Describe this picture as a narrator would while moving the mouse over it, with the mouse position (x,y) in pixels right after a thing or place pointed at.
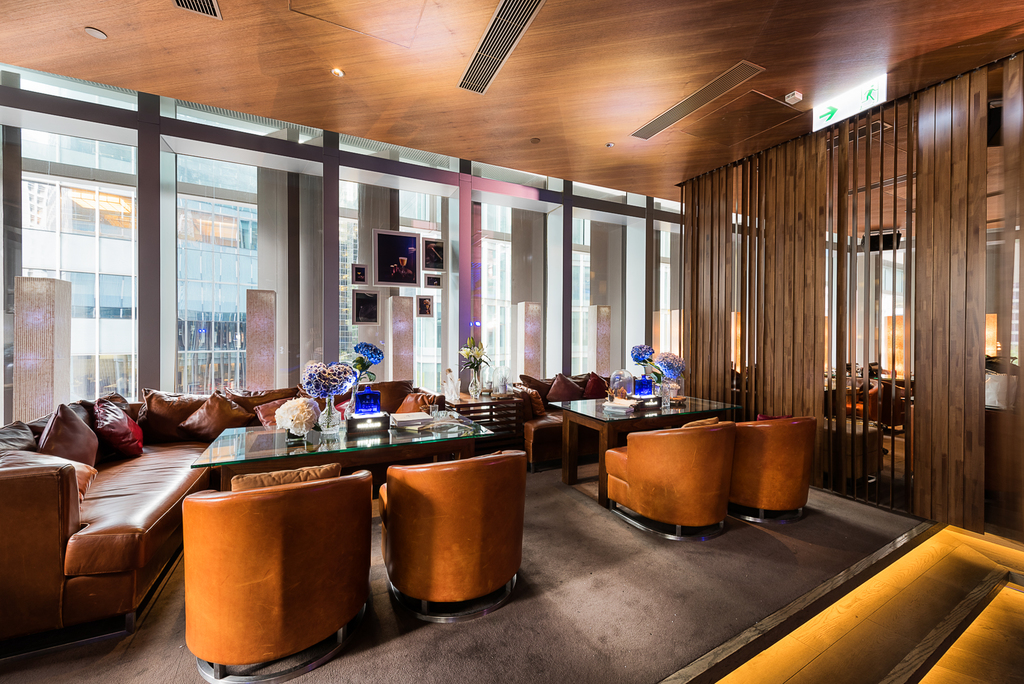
This is the picture of a place where we have some sofas (253,512) and tables (370,435) around them and on the table (249,433) we have flower vases (334,383) and frames (408,250) on the wall (384,288).
